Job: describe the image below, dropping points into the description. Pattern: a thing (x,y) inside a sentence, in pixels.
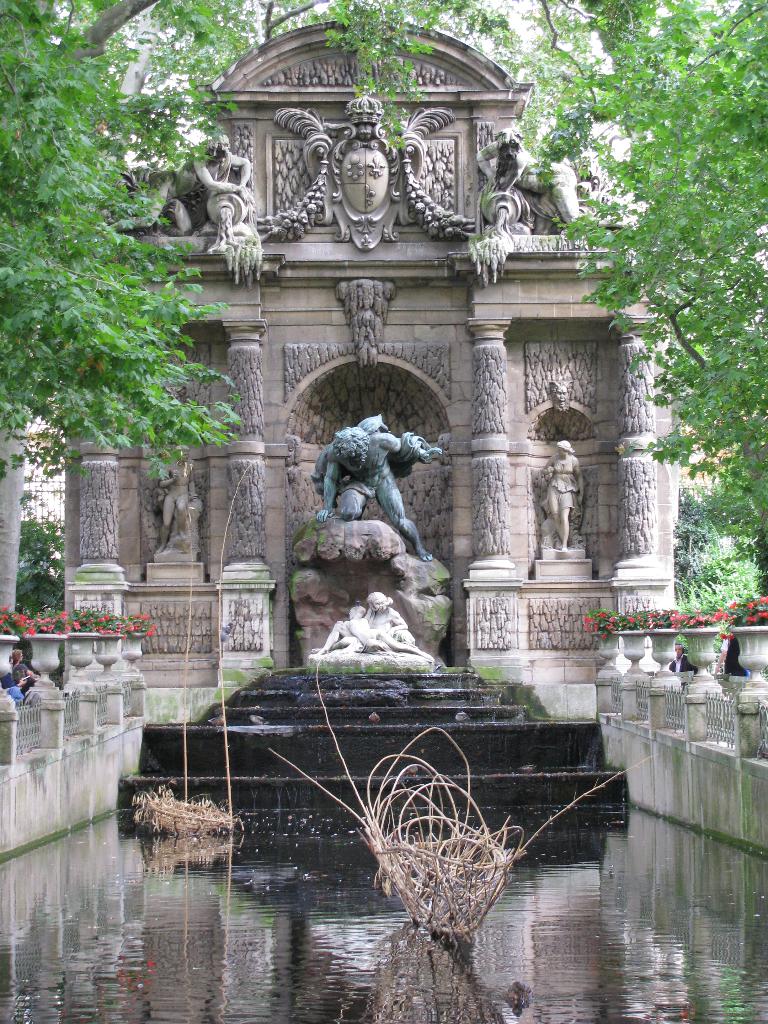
In this image in the front (351,858) there is water (349,879) and on the water (306,839) there are objects (419,860) floating. In the background (258,665) there is a wall (321,386) and on the wall (395,353) there are statues (553,507) and there is a sculpture (357,190) and there are trees (14,170) and there are plants (679,598) and there is a building (53,513).
